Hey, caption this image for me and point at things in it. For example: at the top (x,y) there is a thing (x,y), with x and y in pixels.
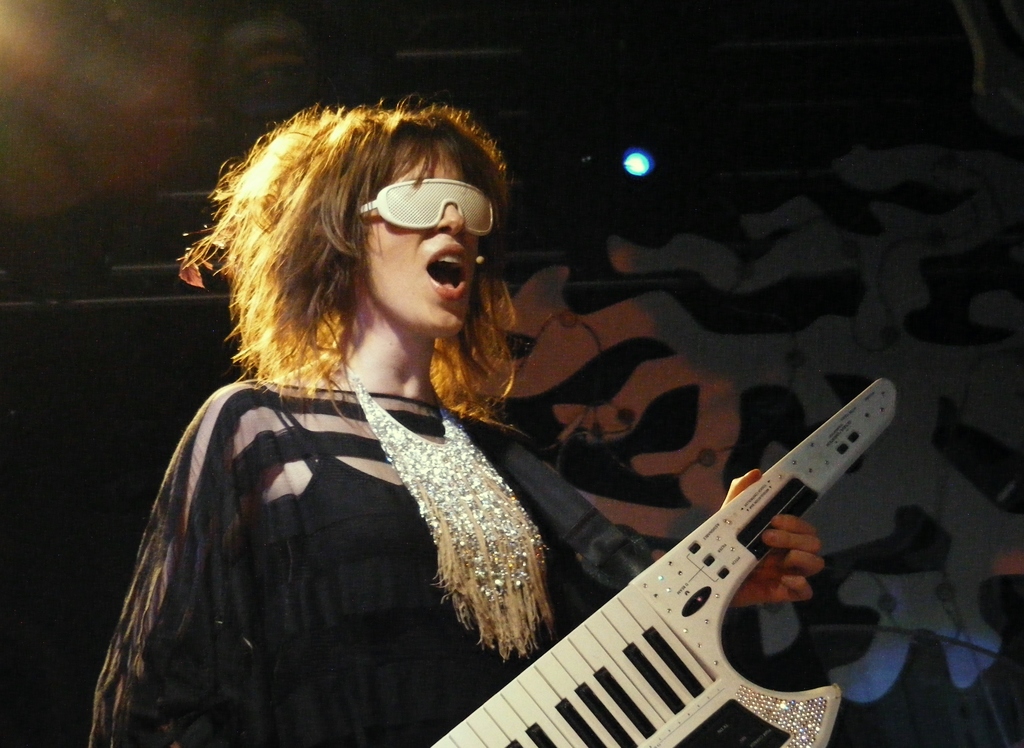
There is a woman (405,410) in black color dress (352,494) holding a musical instrument (556,658) and playing and standing on a stage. In the background (658,226), there is a light (635,154) which is attached to the wall (616,350) on which, there is a painting (646,357). And the background (39,357) is dark in color.
